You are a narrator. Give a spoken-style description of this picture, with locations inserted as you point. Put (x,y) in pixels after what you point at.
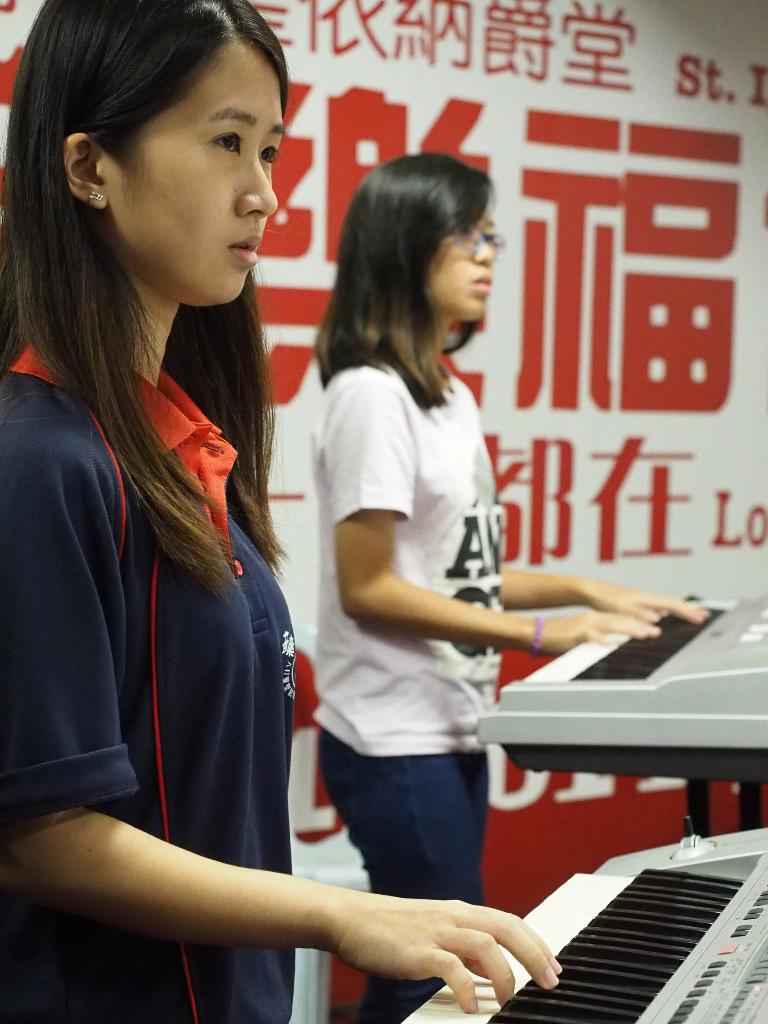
As we can see in the image there is a banner (612,306) and two people (209,310) standing over here and they both are playing musical keyboards (607,755).
